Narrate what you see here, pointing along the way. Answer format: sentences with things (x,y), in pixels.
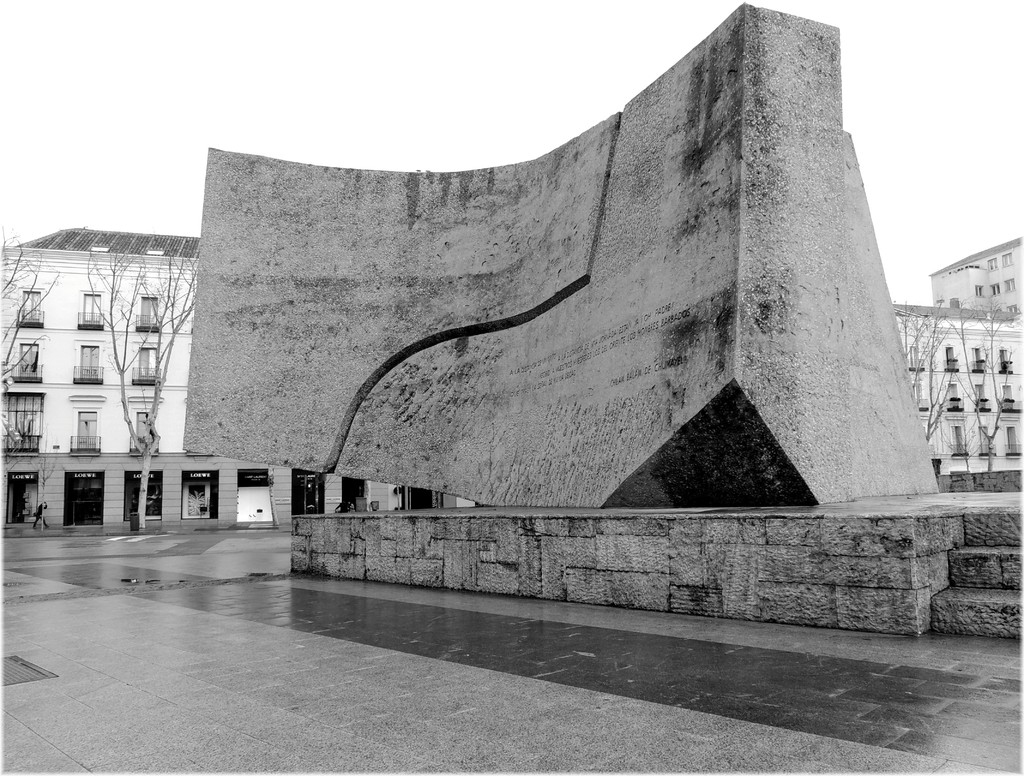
In this picture we observe a stone sculpture (547,372) in the middle (539,442) and in the background (140,396) we observe a building (141,394) which has glass windows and few trees (159,389).
